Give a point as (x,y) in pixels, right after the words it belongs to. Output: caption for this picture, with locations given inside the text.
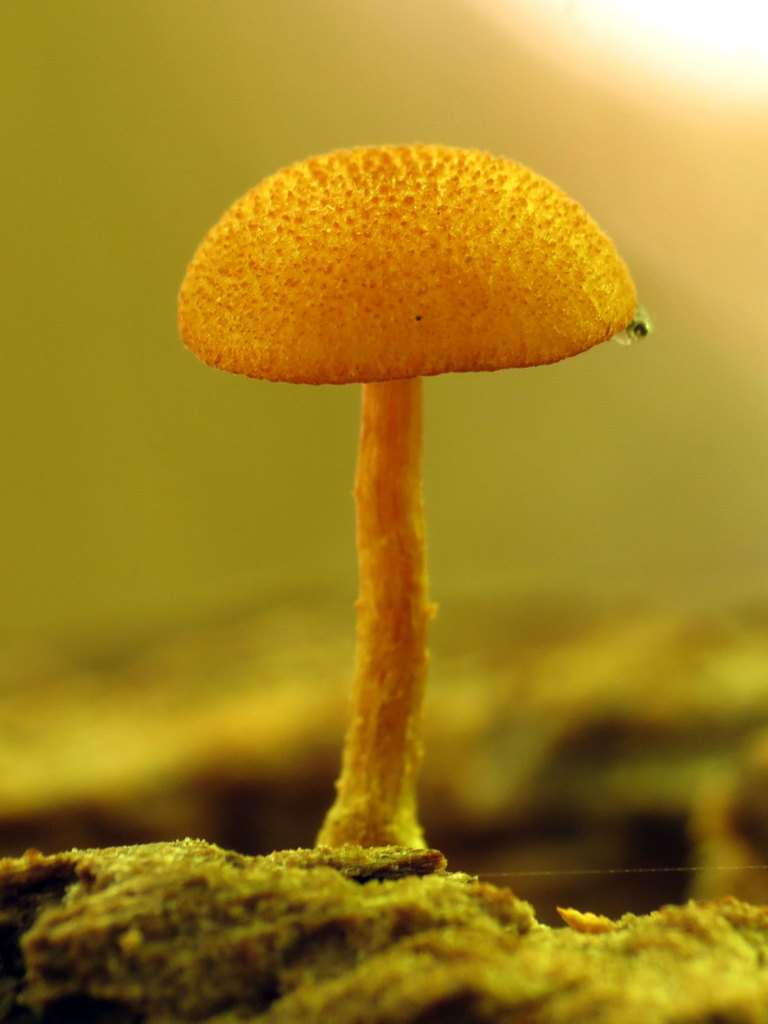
In this image, we can see a mushroom (374,716). We can see the ground (328,933) and the background (565,742) is blurred.
